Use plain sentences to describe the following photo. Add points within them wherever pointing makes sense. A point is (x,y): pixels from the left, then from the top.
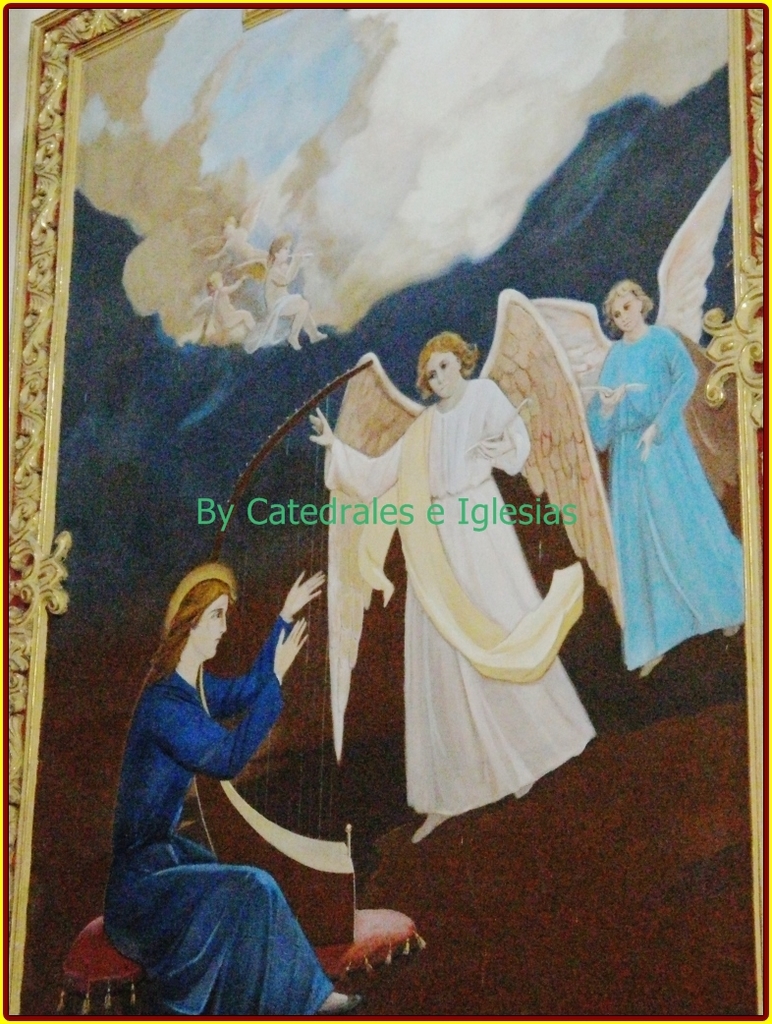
In this picture we can see the poster (168,346) with two angels (479,497) and a woman (261,896) is sitting down.
